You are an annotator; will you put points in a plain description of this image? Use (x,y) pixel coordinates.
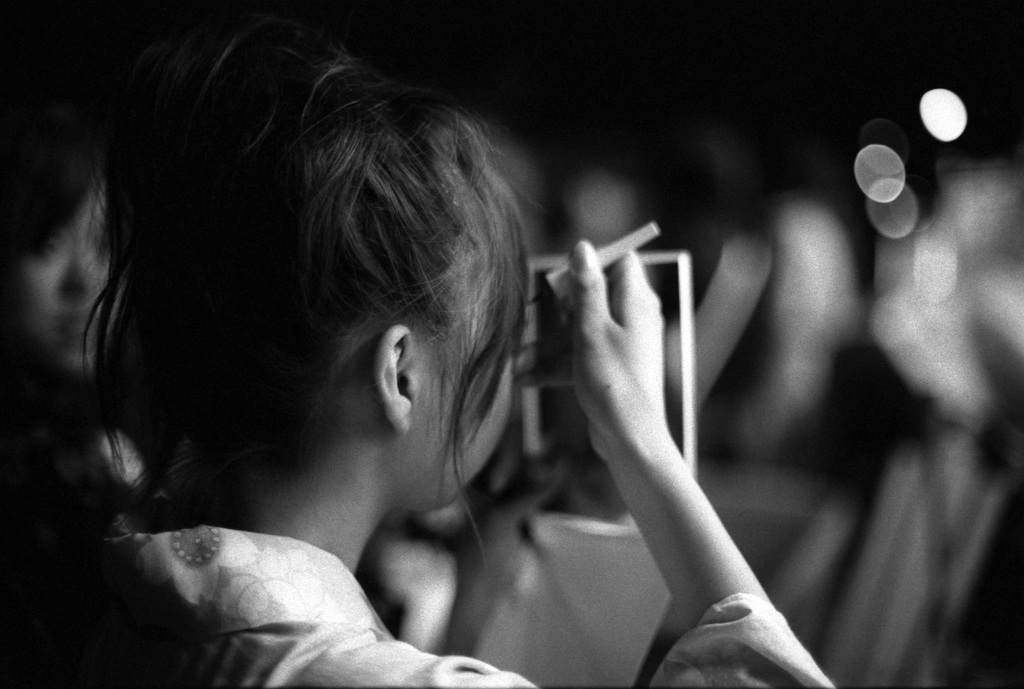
It is the black and white image in which there is a woman (300,398) who is keeping the kajal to her eyes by looking in to the mirror (671,338) which is in front of her.
